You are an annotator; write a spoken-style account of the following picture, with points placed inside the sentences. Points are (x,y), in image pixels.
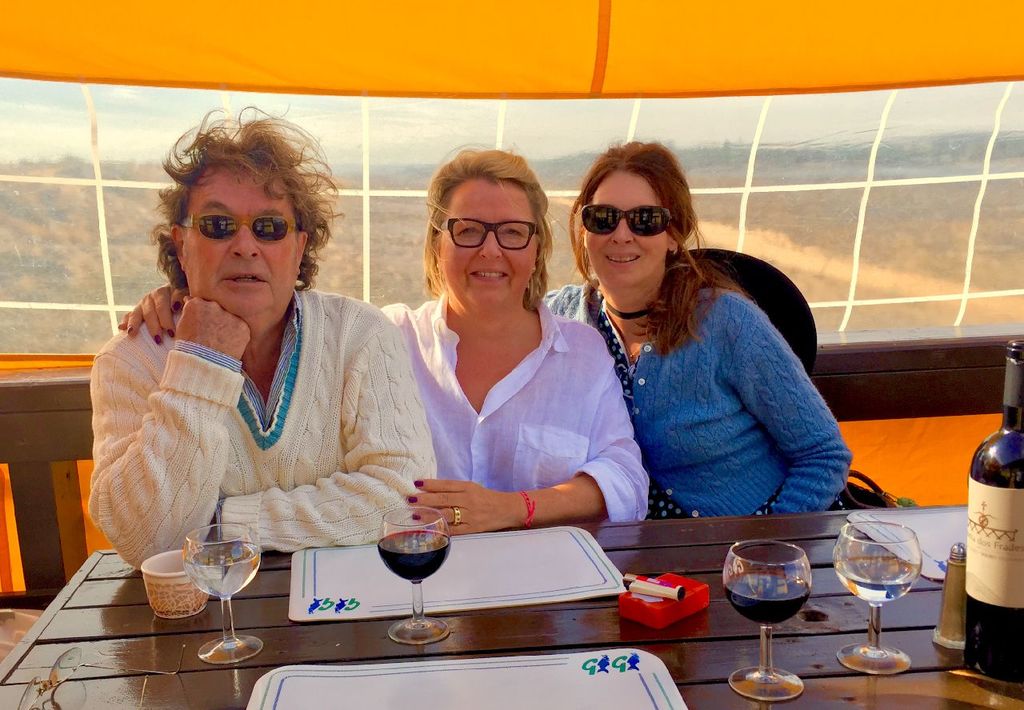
In the foreground of this image (721,628), on the table (295,645), there are glasses (229,630), bottle (980,586), table mats (502,565), cup (171,587) and spectacles (78,666). Behind it, there are three people (581,399) sitting and behind them, it seems like a cloth (217,111) and through it we can see the land (785,166) and the sky (755,133).
